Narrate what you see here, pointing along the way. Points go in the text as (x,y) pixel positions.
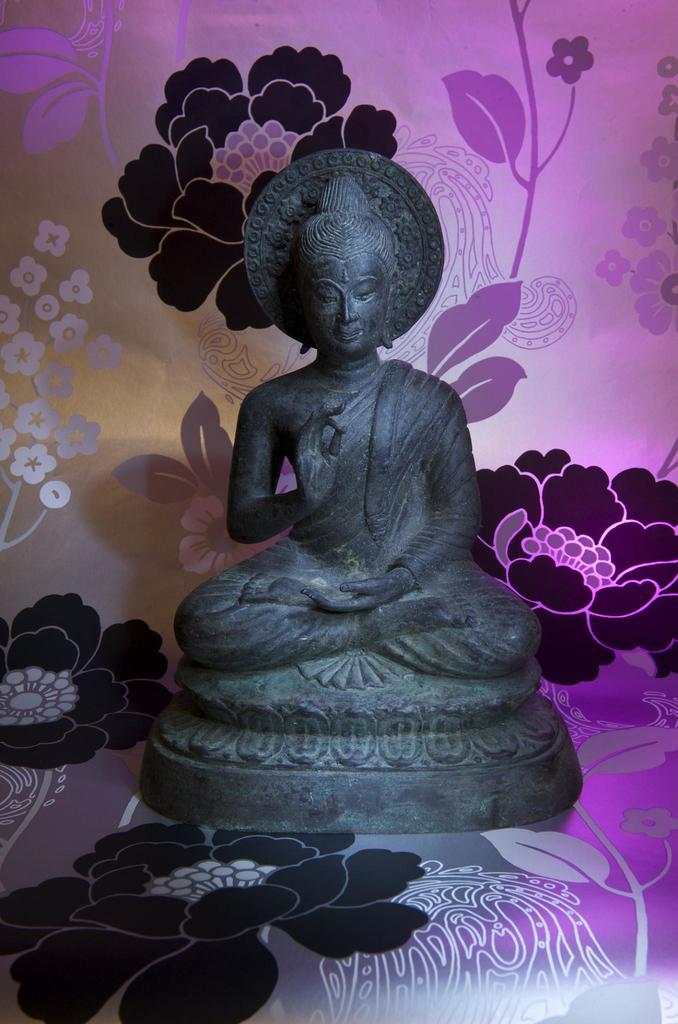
In this image in the middle (260,361), there is a floral sheet (466,330) on that there is a statue (373,532).
